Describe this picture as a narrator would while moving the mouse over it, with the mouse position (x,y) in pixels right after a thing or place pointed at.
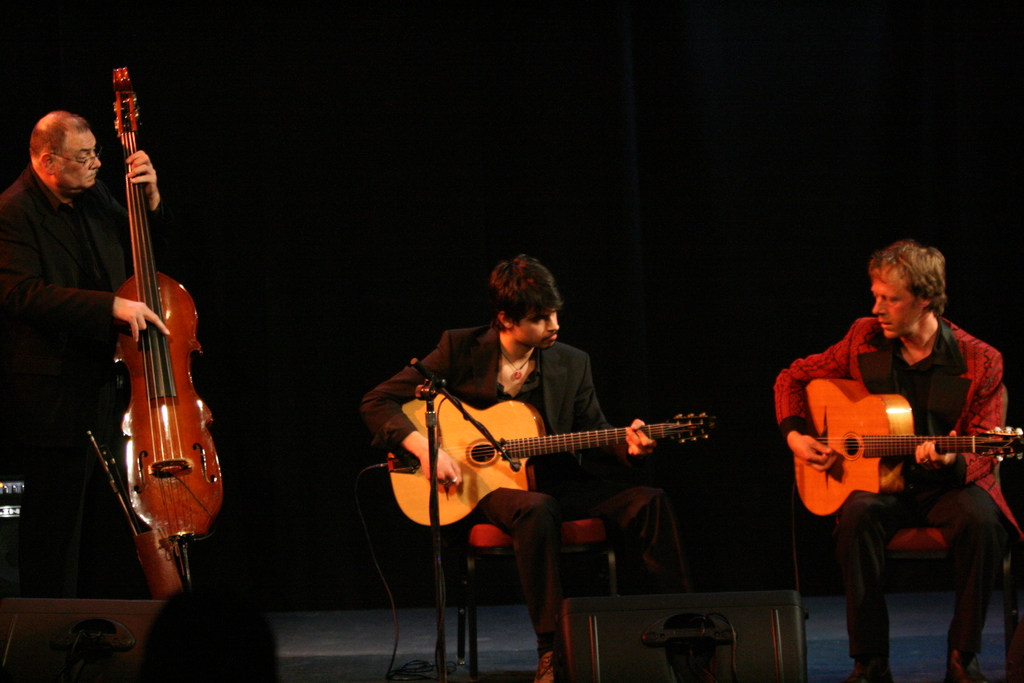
In this image I can see three people (932,279) where two of them are sitting and holding guitars (871,403) and here one is standing and holding a musical instrument (131,452). I can also see a mic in front of him.
